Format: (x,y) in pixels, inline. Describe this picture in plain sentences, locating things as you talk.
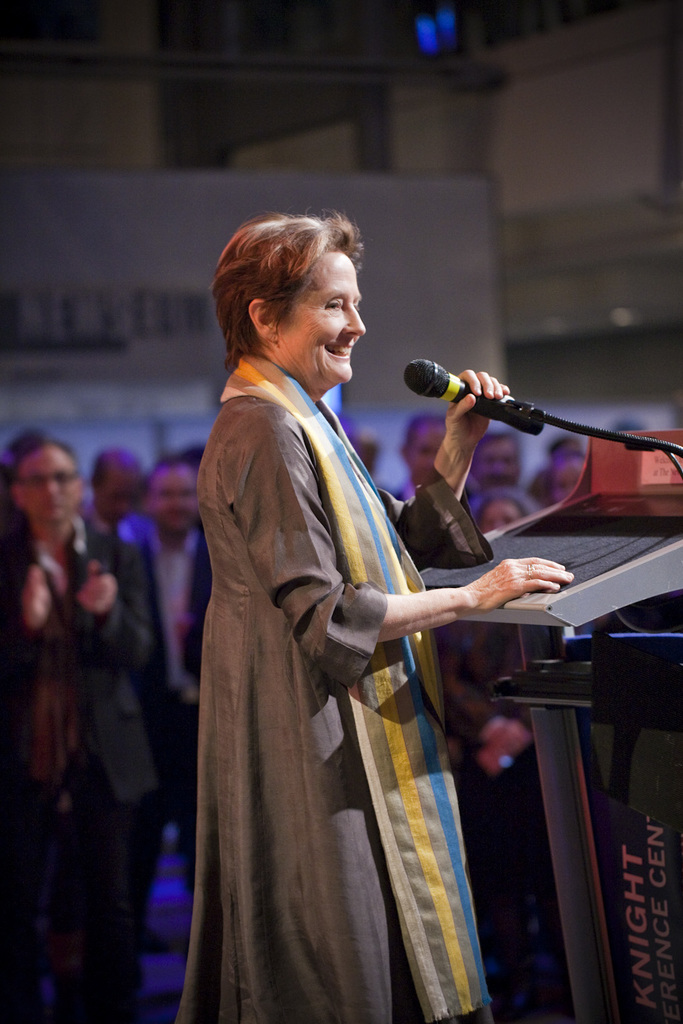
In this image I can see a woman (325,715) standing in front of the podium (498,619). She is holding a mike (434,394) in her hand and smiling. In the background (110,536) I can see few people (114,553) are standing and also there is a board (129,271).
